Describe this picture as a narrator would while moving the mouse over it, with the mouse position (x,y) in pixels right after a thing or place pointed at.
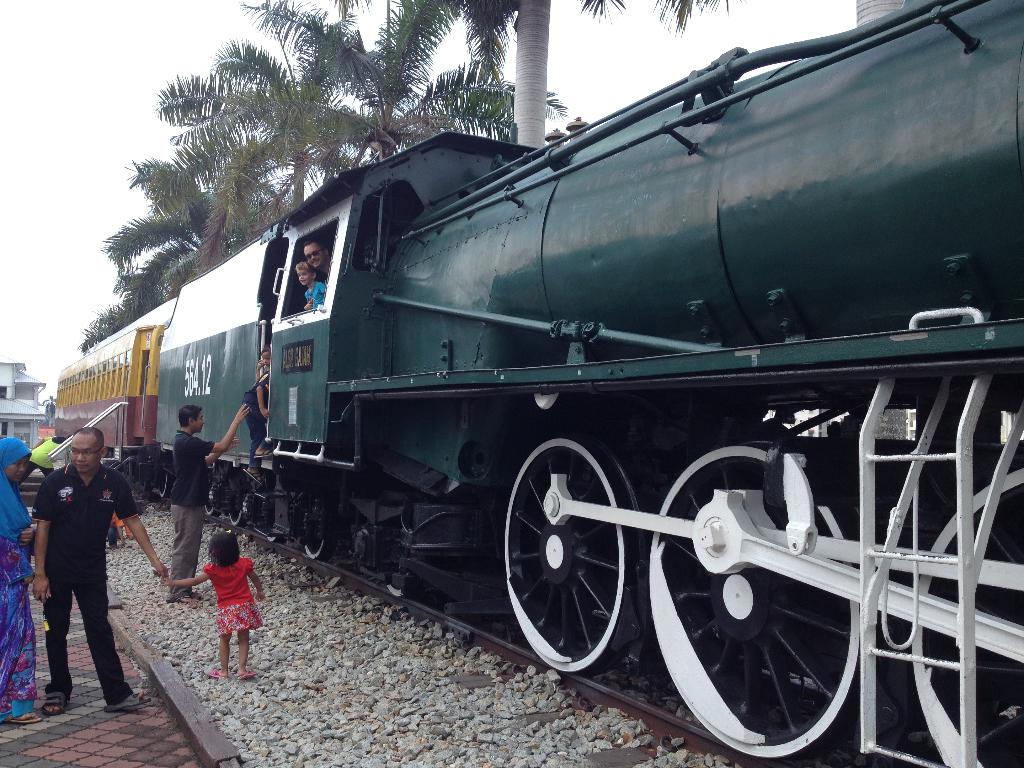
In the center of the image (544,480) there is a train (490,487). To the left side of the image (86,461) there are people (86,461) standing on the pavement (102,738). There are stones (322,707). In the background of the image (110,268) there is a house (31,437), sky (74,242), trees (139,178).
